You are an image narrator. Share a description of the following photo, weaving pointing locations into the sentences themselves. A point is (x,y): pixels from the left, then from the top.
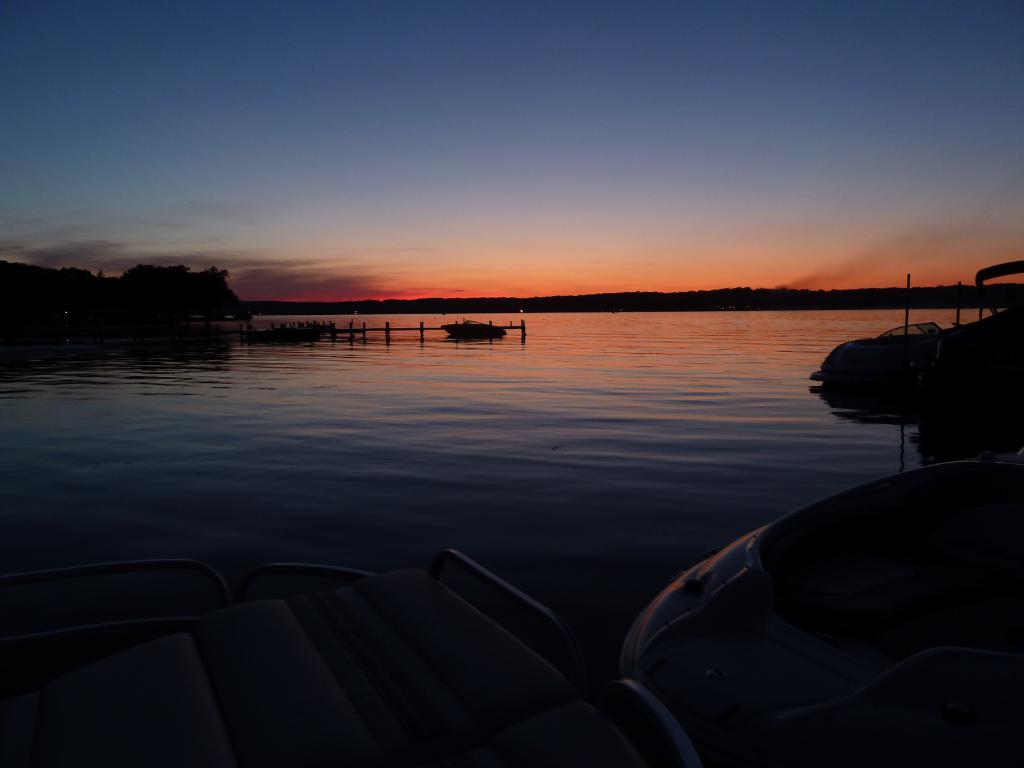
This picture is taken during the sunset. In this image there is water (602,451) in the middle (638,449). At the bottom (494,653) there are motor boats (747,579) in the water (724,528). On the left side (103,280) there are trees (142,290). In the middle (403,329) there is a bridge (356,329). At the top (811,42) there is the sky (796,60).
